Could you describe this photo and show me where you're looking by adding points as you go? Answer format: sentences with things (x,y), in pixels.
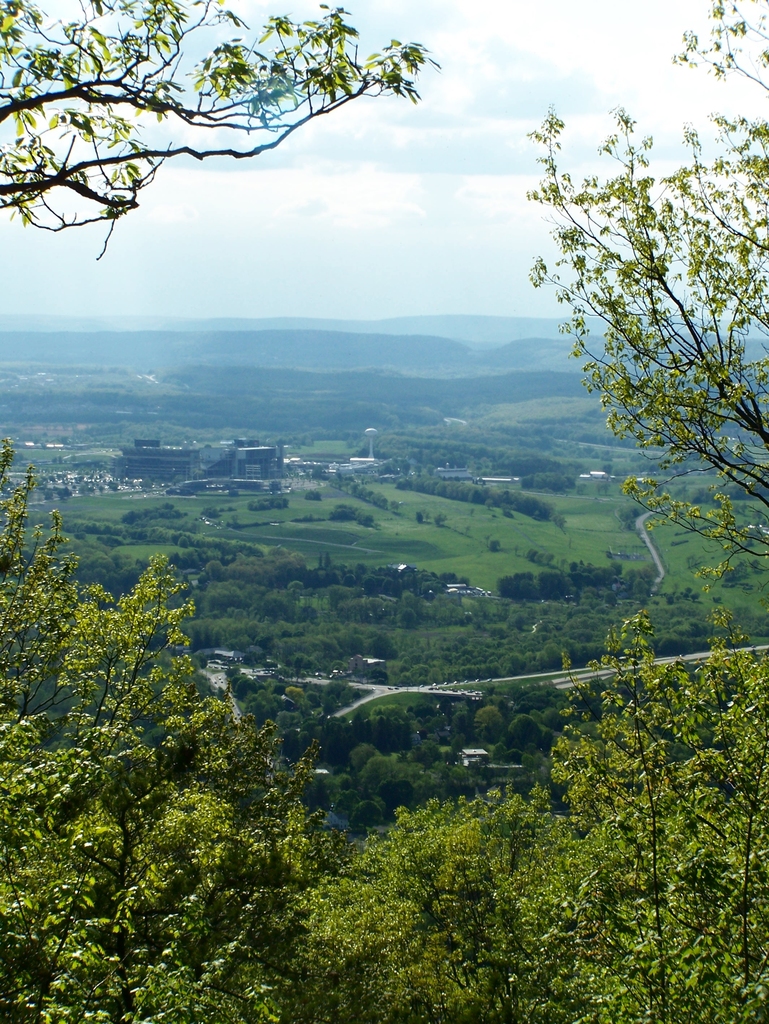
In the foreground (617,892), I can see trees (588,791), vehicles (477,693) on the road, grass (374,485), houses (333,464), buildings (348,464), poles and mountains (465,337). At the top (438,285), I can see the sky (370,189). This picture might be taken in a day.
